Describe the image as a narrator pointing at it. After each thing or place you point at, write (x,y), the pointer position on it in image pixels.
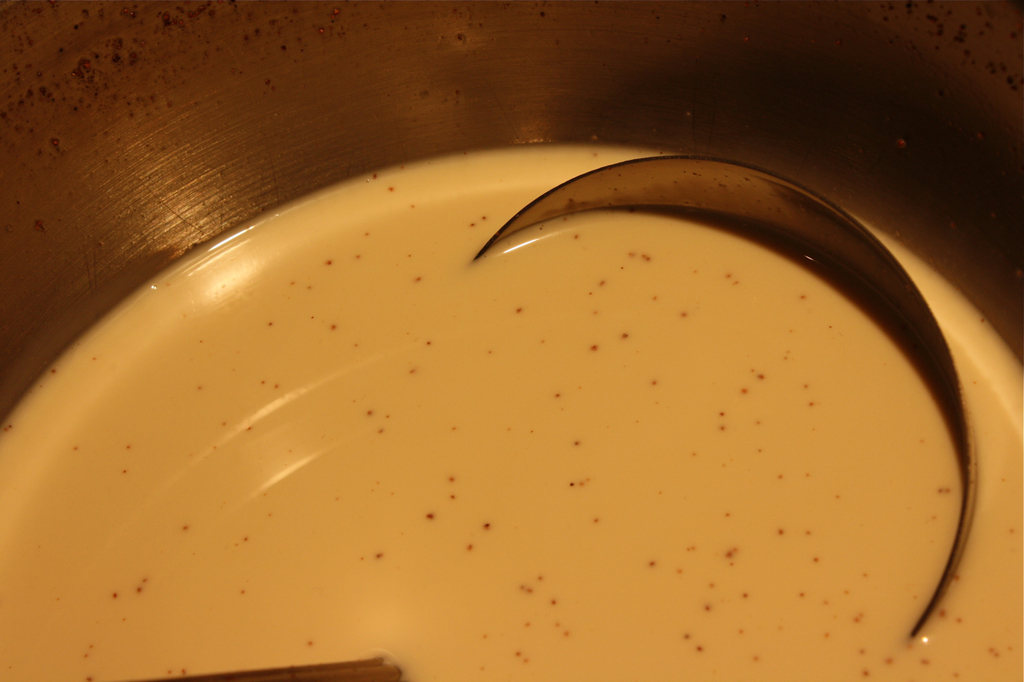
In the foreground of this image (592,348), there is a liquid substance (587,270) and a spoon (759,209) in it. On the top (384,79), there is the wall (323,87) of the container (154,189).
